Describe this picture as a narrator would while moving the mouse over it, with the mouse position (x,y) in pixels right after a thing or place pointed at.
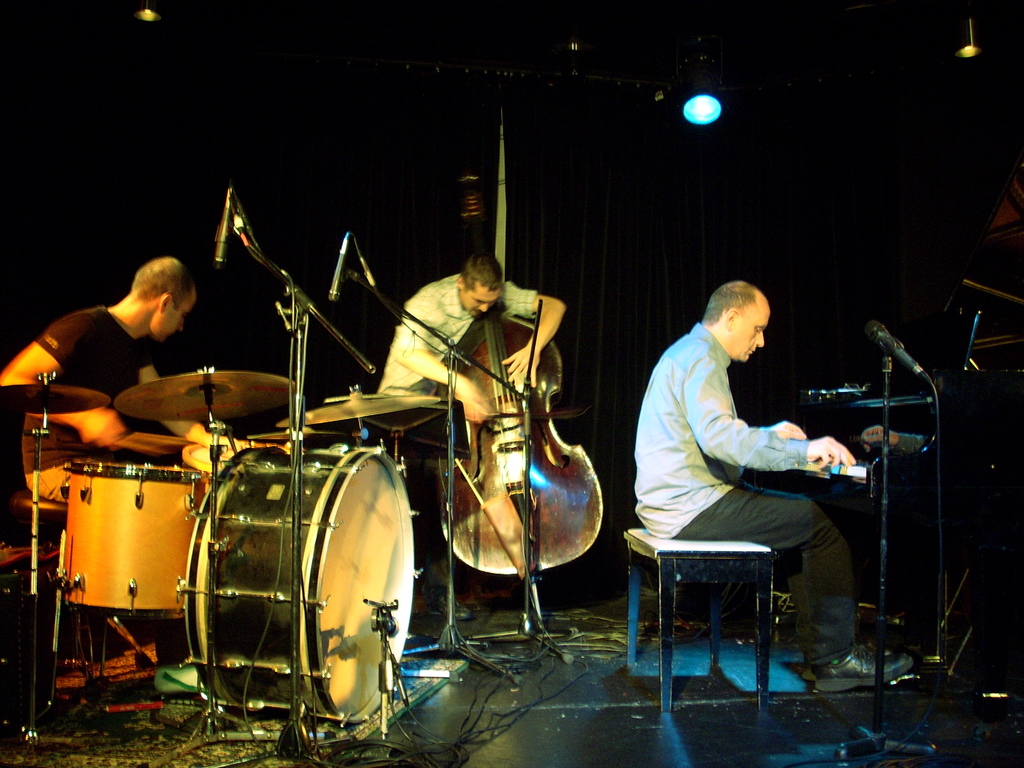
There is a group of people (657,375). They are playing a musical instruments (377,667).
